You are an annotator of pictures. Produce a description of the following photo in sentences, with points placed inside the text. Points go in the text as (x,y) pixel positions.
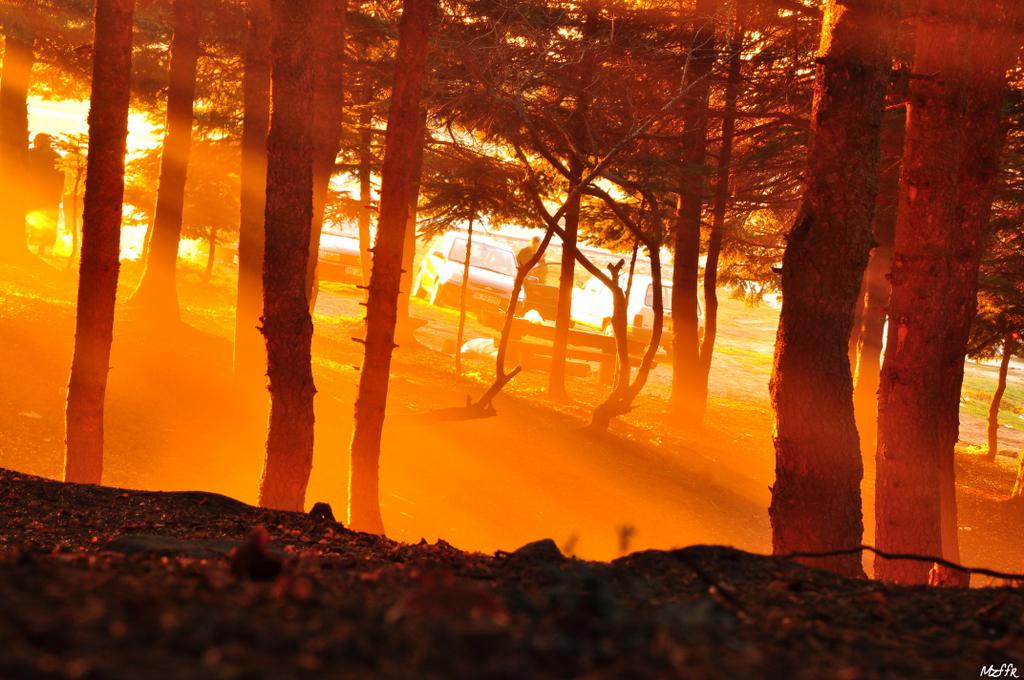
In this image we can see there is a person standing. And there are trees (917,498), grass (975,404), vehicles (458,298), grass (726,400) and a ground (472,586).
